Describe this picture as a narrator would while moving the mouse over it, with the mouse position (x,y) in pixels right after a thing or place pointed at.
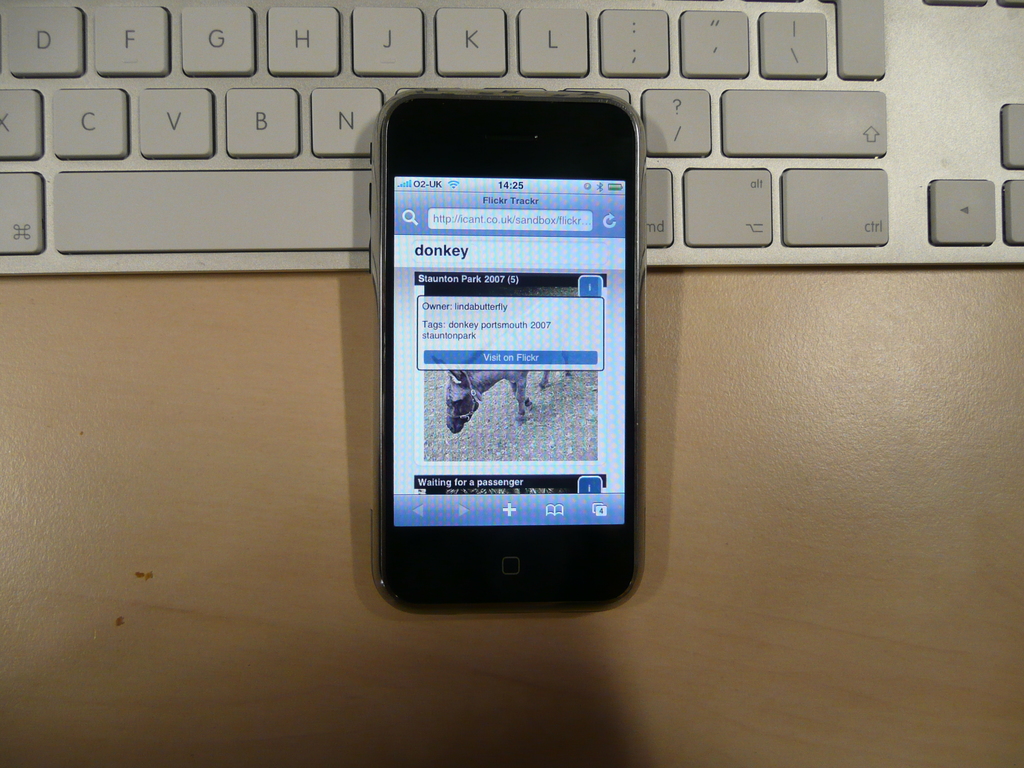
In this image I can see a mobile-phone (618,312) and keyboard (807,162). They are on the brown color table (732,590).
